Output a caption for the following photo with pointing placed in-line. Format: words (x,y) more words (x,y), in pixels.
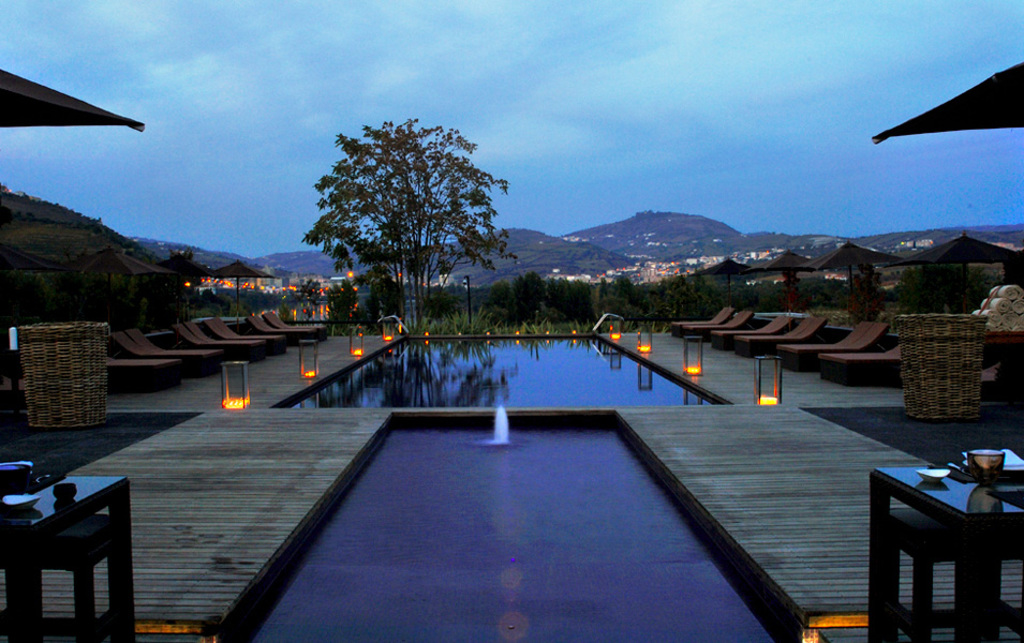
In the center of the image (367,382) we can see the pools (505,373) which contains water (565,444), beside that we can see the containers (308,354), lights (238,405). On the left (300,413) and right side of the image (967,346) we can see the umbrellas (751,267), chairs (889,377), boxes (58,367), floor (990,429). In the bottom right corner (1007,498) we can see a table (962,547). On the table (962,547) we can see some objects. In the bottom left corner (73,519) we can see a table (85,493). On the table (53,499) we can see some objects (65,496). In the background of the image (505,303) we can see the hills (686,246), buildings (689,258), trees (472,231). At the top of the image (564,151) we can see the clouds (437,98) are present in the sky (782,16).
